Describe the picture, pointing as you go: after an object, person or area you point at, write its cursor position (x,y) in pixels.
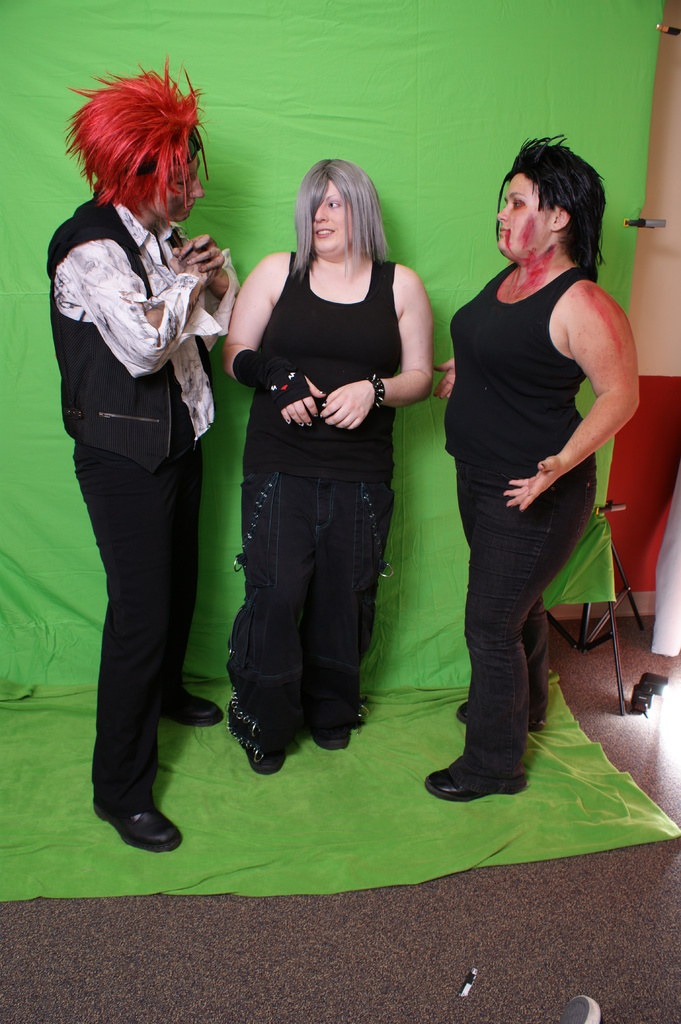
In this image we can see three people (161,371) standing on the green color cloth (440,871) which is on the floor (422,959). In the background (450,111) we can see the green color cloth (443,90). We can also see a black color object (586,605) on the right (587,615).
